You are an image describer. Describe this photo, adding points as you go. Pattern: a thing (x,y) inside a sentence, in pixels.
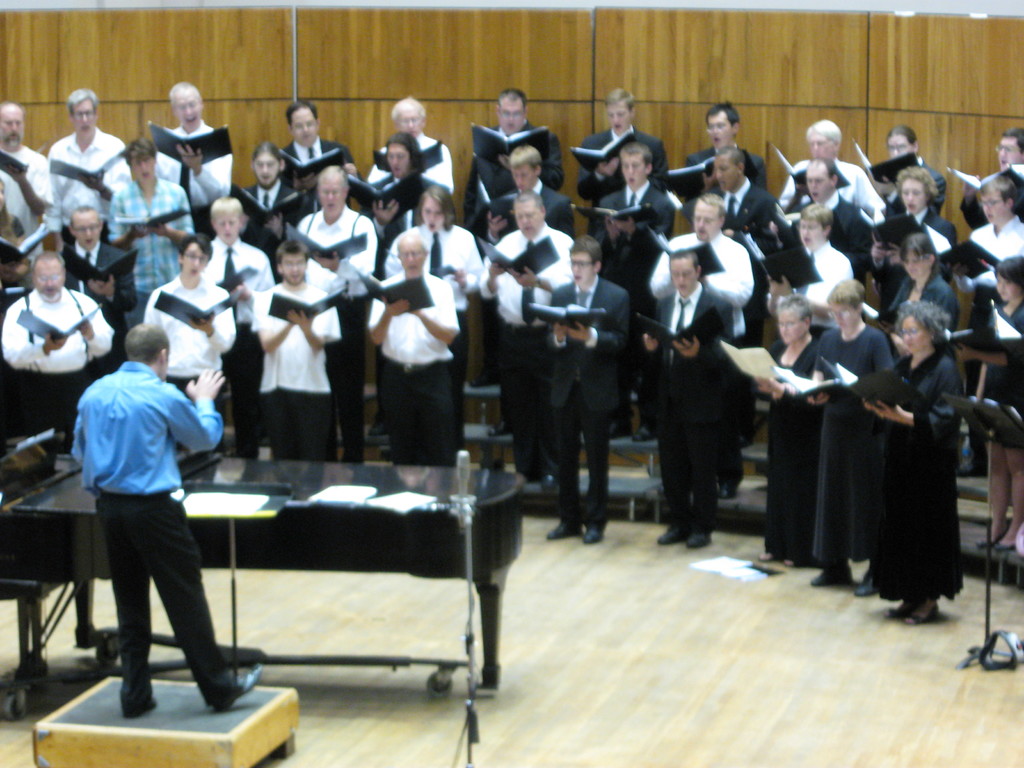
This picture shows few people (498,187) standing and they are holding books (531,309) in their hands (906,417) and we see a man (160,496) standing on the small table (261,695) and we see book (258,499) on the stand (230,517) and few papers (390,508) on the table (339,504) and we see a microphone (460,474) to the stand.
